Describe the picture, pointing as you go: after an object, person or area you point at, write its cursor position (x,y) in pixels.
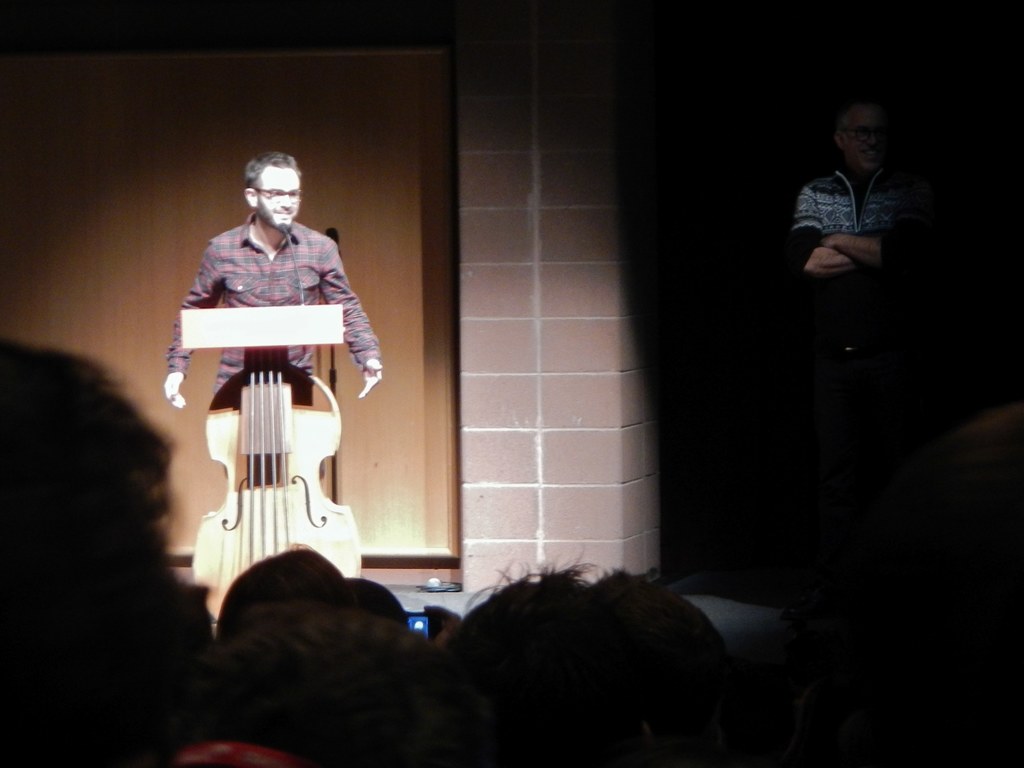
In this image we can see few people (489,645), a person (274,209) standing near the podium (284,452) and a mic (302,299) to the podium (308,318) and there is a pillar (564,259) and a wall (367,232) in the background (405,474).
